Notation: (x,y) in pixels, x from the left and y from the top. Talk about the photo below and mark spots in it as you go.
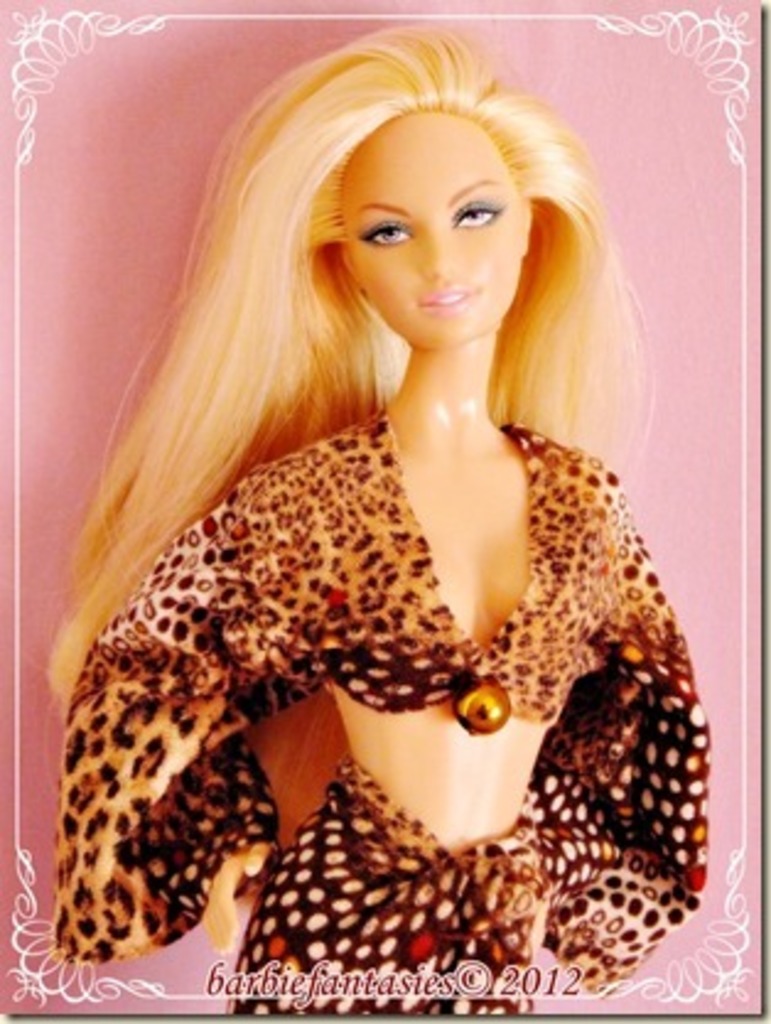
In the image we can see a Barbie doll (464,523), wearing clothes (279,618). This is a design border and a watermark (468,989).
